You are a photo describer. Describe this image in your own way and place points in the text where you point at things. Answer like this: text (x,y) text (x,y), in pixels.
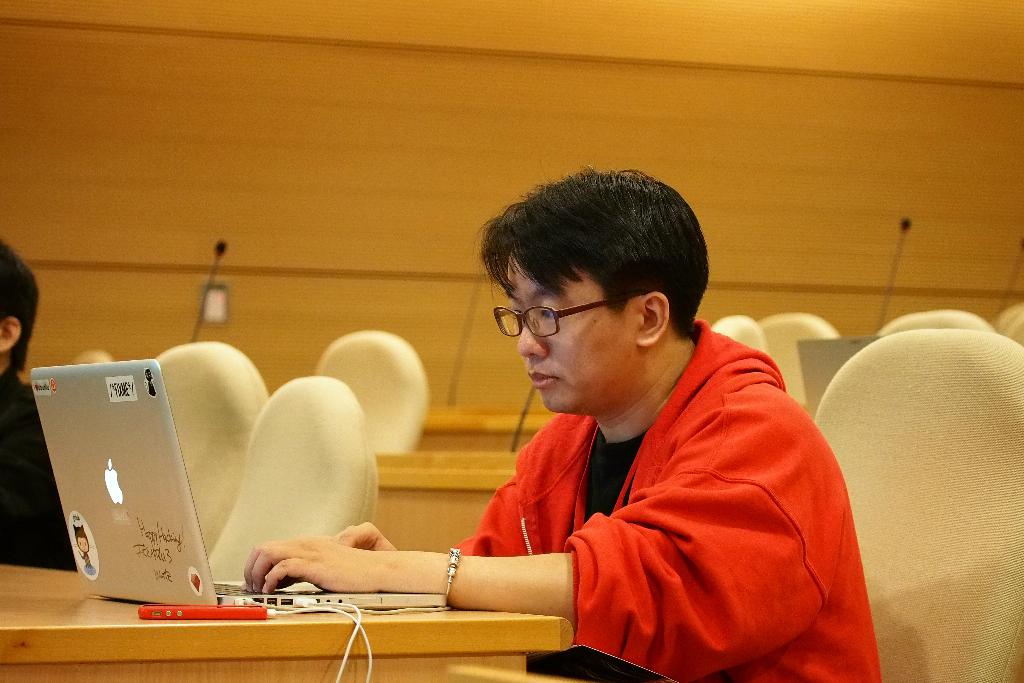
This image is taken indoors. In the background (529,175) there is a wall (559,123). There are many empty chairs (357,457) and benches (469,452). There are few mics (523,408). In the middle of the image (557,326) a man (685,438) is sitting on the chair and using a laptop (352,596). On the left side of the image (165,638) there is a table (240,643) with a laptop (188,584) on it and there is a person (33,447) sitting on the chair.
